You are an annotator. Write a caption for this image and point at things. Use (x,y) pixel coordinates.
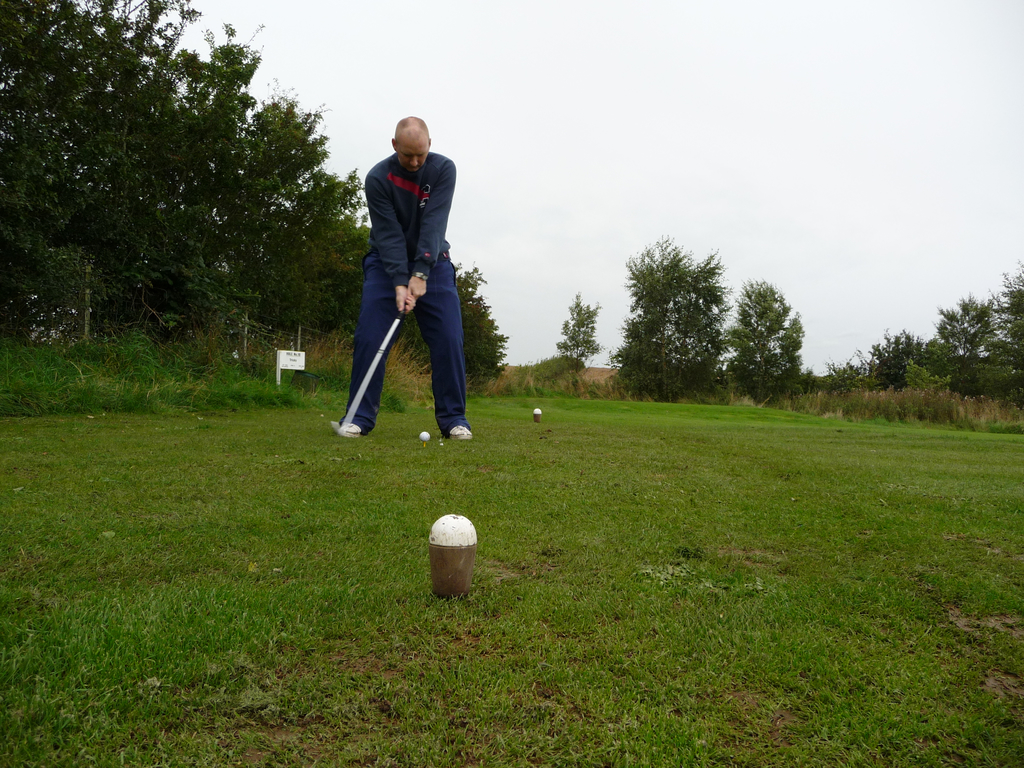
A man (406,238) is standing and playing the golf. he wore a blue color trouser (433,314), in the left side (212,229) these are the trees (195,206). At the top (785,155) it's a cloudy sky (787,168).
